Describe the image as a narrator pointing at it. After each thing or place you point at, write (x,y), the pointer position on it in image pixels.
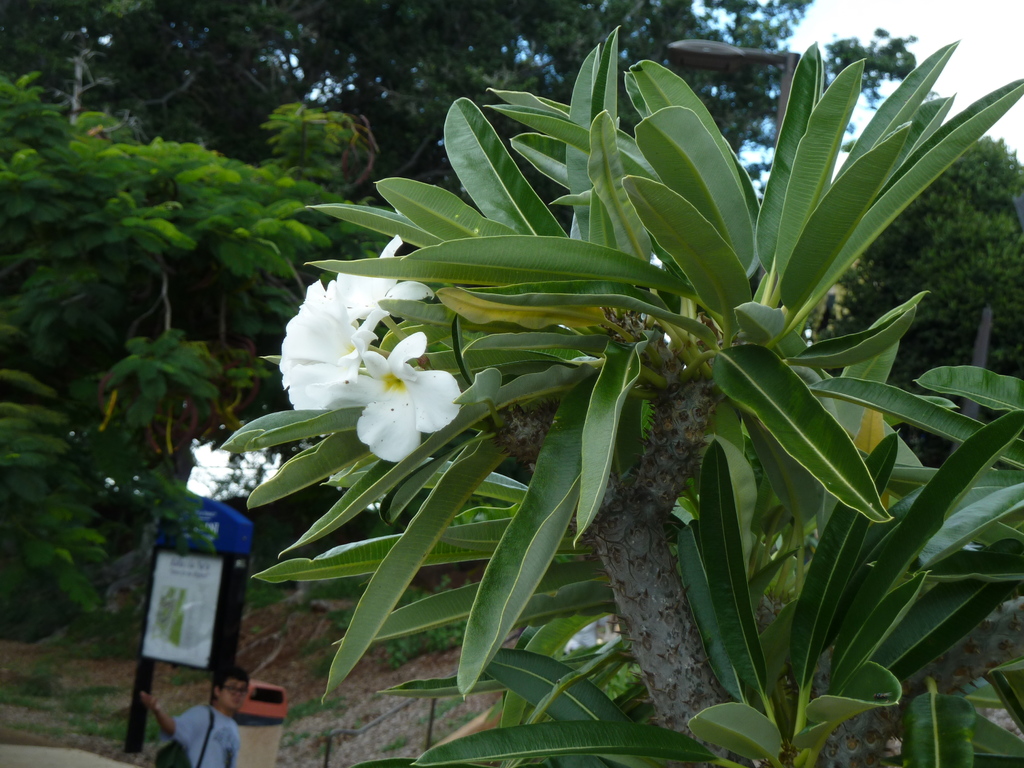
In this picture there are white color flowers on the plant (645,420). On the left side of the image (235,761) there is a person (230,747) standing and there is a board (185,590) on the pole (136,714) and there is text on the board (172,599). At the back (192,193) there are trees (980,196). At the top (894,32) there is sky (923,26). At the bottom (100,690) there is grass (69,699) and there is ground (57,753). Behind the tree (692,701) there is a street light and there might be a railing (399,709).
